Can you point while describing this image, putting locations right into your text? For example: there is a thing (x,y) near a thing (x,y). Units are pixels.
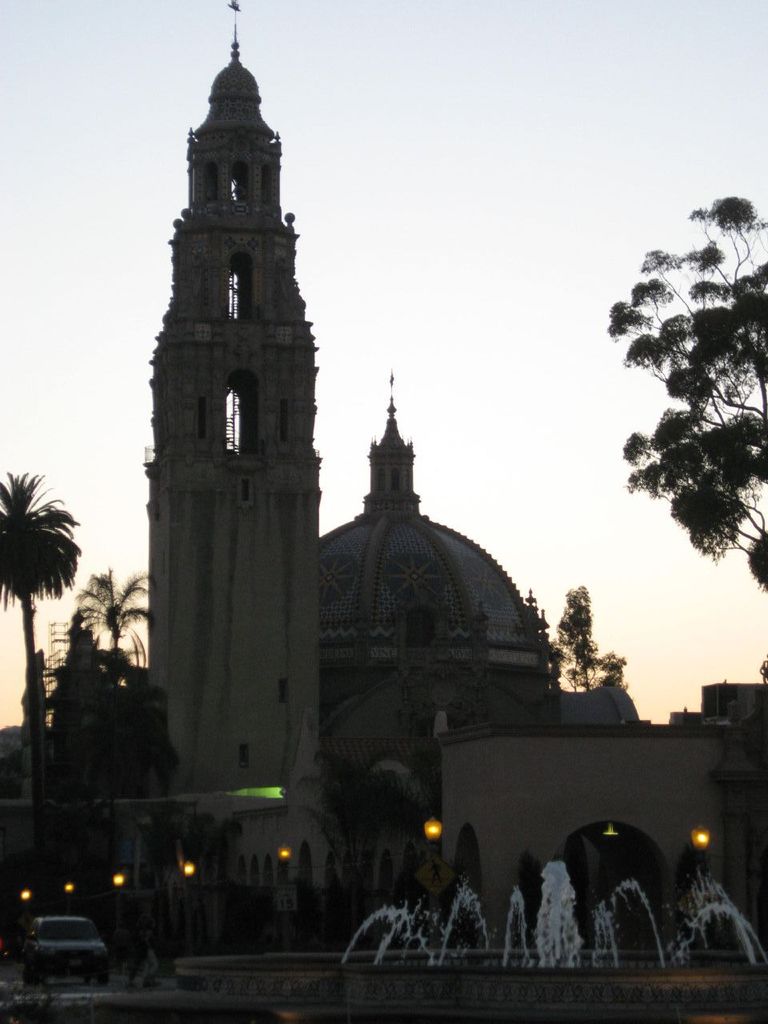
In the image there are buildings (260,591) in the back (230,761) with vehicles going in front of it and a fountain (561,980) in the middle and above its sky (587,273), there are trees (68,665) on either side.
